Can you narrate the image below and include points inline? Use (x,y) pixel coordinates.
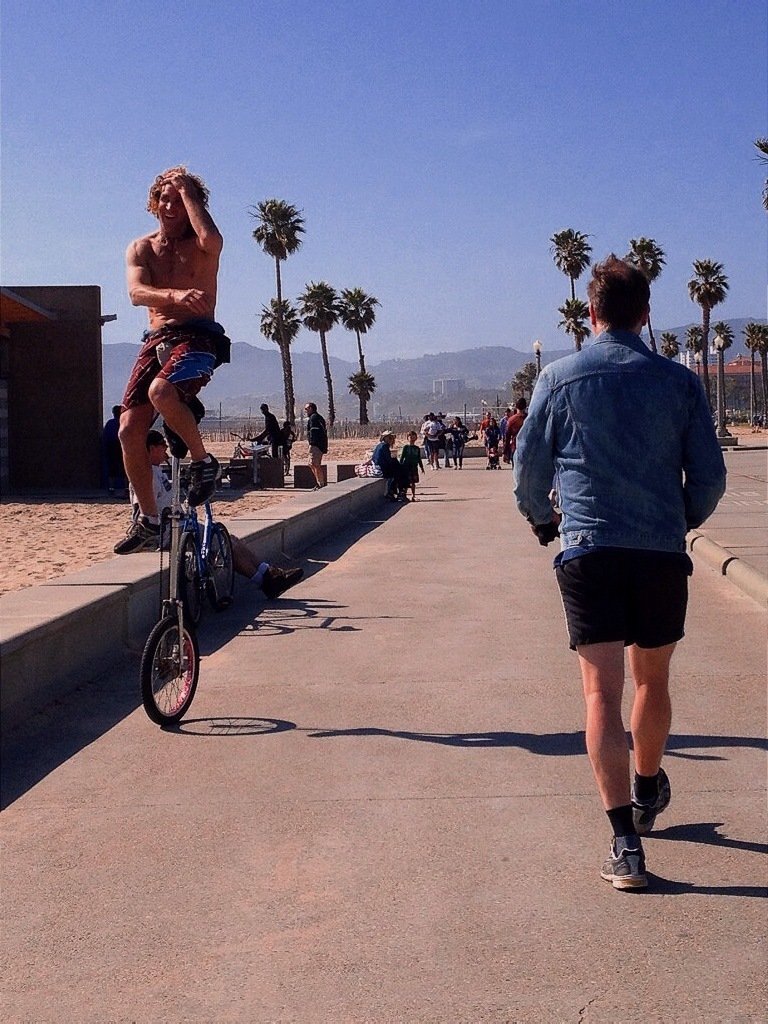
In the left side (195,195) a man (192,182) is cycling a mono cycle (182,620) in the right side (611,668) a man (644,647) is walking, he wore a jean shirt (657,458), black color short (679,555). There are boundaries (5,636) on either side of this road (681,693), at the top (399,122) it's a blue color sky (464,91).
